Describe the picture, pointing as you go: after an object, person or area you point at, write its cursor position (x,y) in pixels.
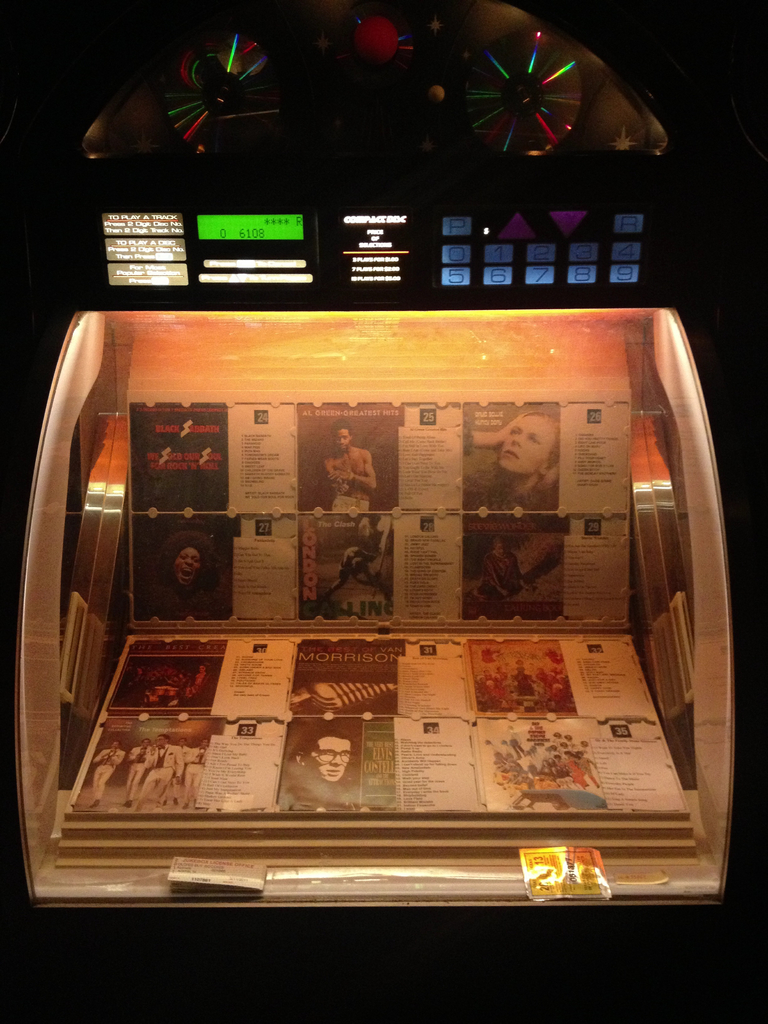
In this picture I can see the papers (494,681) on this box (641,575). At the top (680,188) I can see the amplifier (363,266) or electronic machine (423,95). At the bottom (175,958) I can see the darkness (220,951).
